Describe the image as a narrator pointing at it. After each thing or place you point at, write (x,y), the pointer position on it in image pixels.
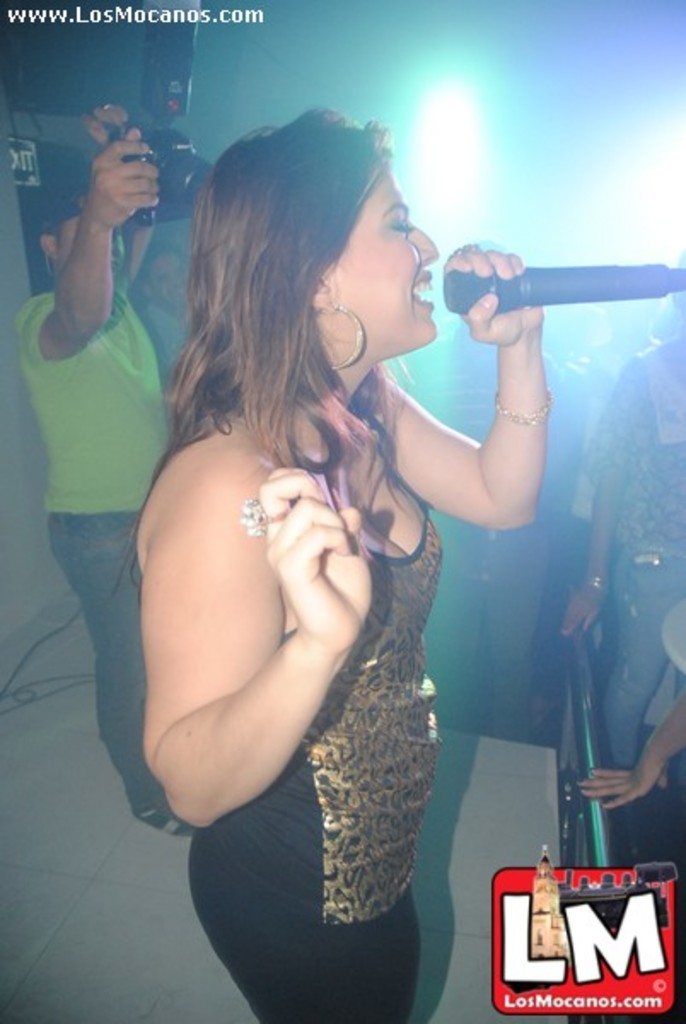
In this image there are group of persons (457,461) who are standing at the middle of the image (252,476) there is a girl (356,656) who is holding microphone (510,285) in her hand (516,320) and at the left side of the image (127,243) there is a person (103,343) taking a photograph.
